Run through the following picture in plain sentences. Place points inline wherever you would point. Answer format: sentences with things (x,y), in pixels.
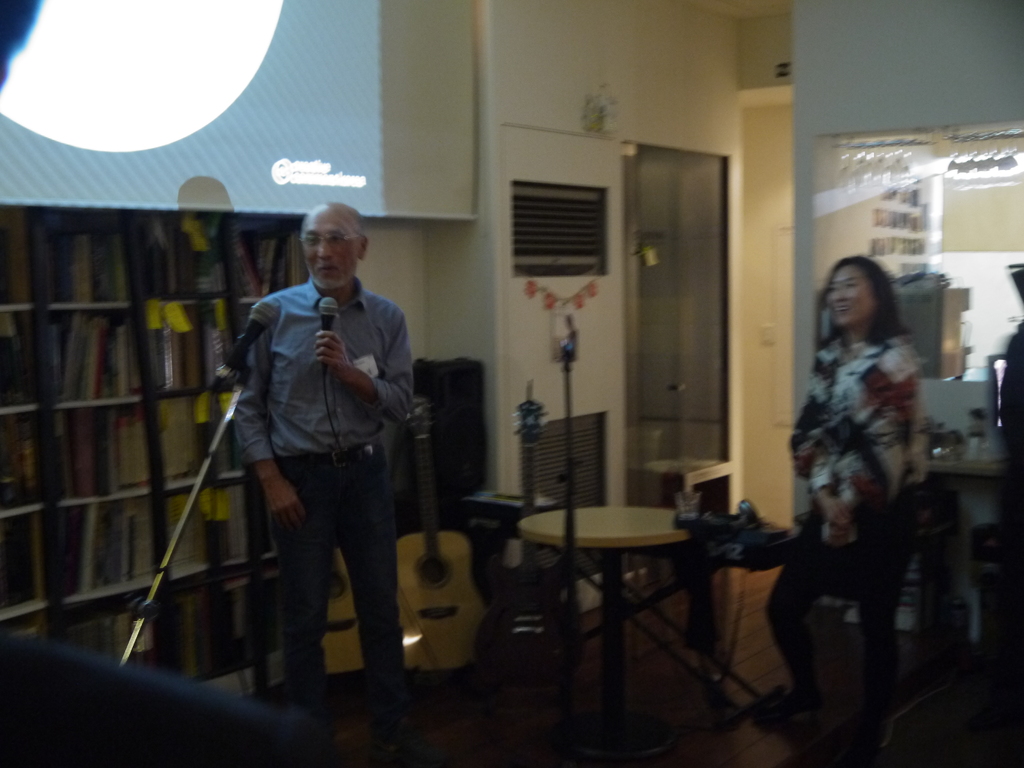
In the image we can see there are two people (909,479) a woman (825,482) and a man (367,372). The man (335,349) is holding a mike (324,307) and behind the man (380,601) there are two or three guitars (526,597) and beside the guitars (442,611) there is a table (666,523) and behind the table (666,523) there is a door (685,233). Behind the woman (886,382) there is a kitchen (936,226) and above the man (301,386) there is a projector screen (303,110).
